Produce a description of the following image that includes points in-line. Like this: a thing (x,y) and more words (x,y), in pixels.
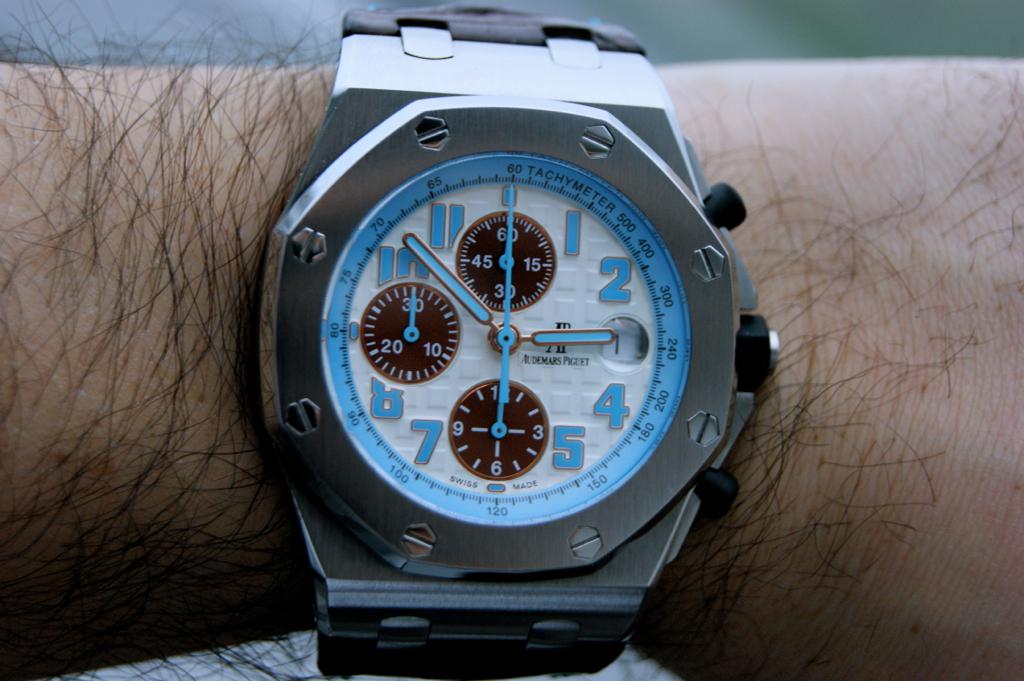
In this image I can see a human hand (103,427). I can also see a watch (443,456) to the hand (193,521).
